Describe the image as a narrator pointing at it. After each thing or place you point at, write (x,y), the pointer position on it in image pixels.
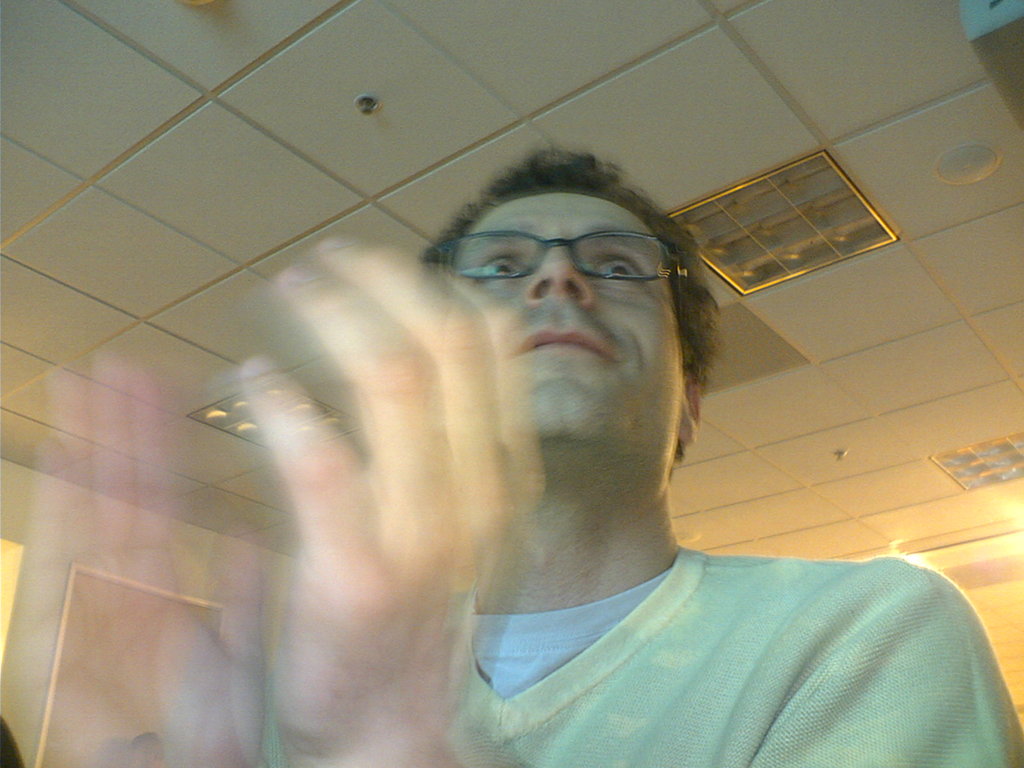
The man (534,454) in front of the picture wearing the light green sweater (695,703) is wearing the spectacles (499,235). I think he is clapping his hands (456,559). At the top (737,161), we see the lights (773,231) and the ceiling (217,135) of the room (483,163). This picture might be clicked in the hall (808,66).
